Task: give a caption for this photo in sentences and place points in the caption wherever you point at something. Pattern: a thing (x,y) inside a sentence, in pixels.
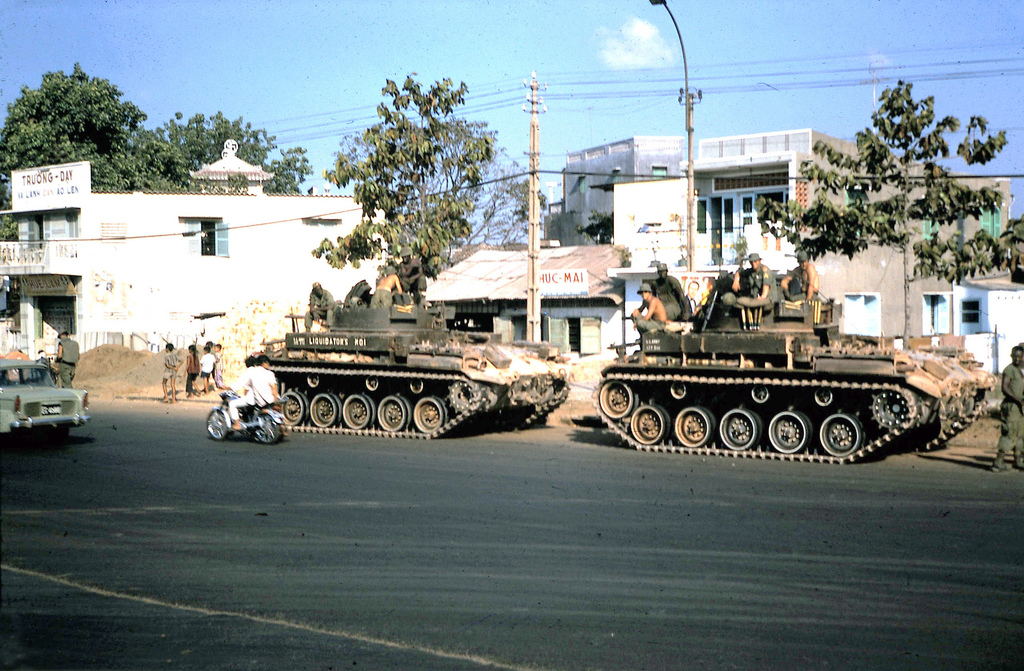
In the picture we can see a road (820,594) on it, we can see a motorcycle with two people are sitting and riding it and in front of them, we can also see a car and besides, we can see two army tankers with some army people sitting on the top of it and besides it, we can see some poles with wires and trees (115,122) and behind it we can see some houses (578,232), buildings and to it we can see some doors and windows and in the background (166,74) we can see a sky (517,156) with clouds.
